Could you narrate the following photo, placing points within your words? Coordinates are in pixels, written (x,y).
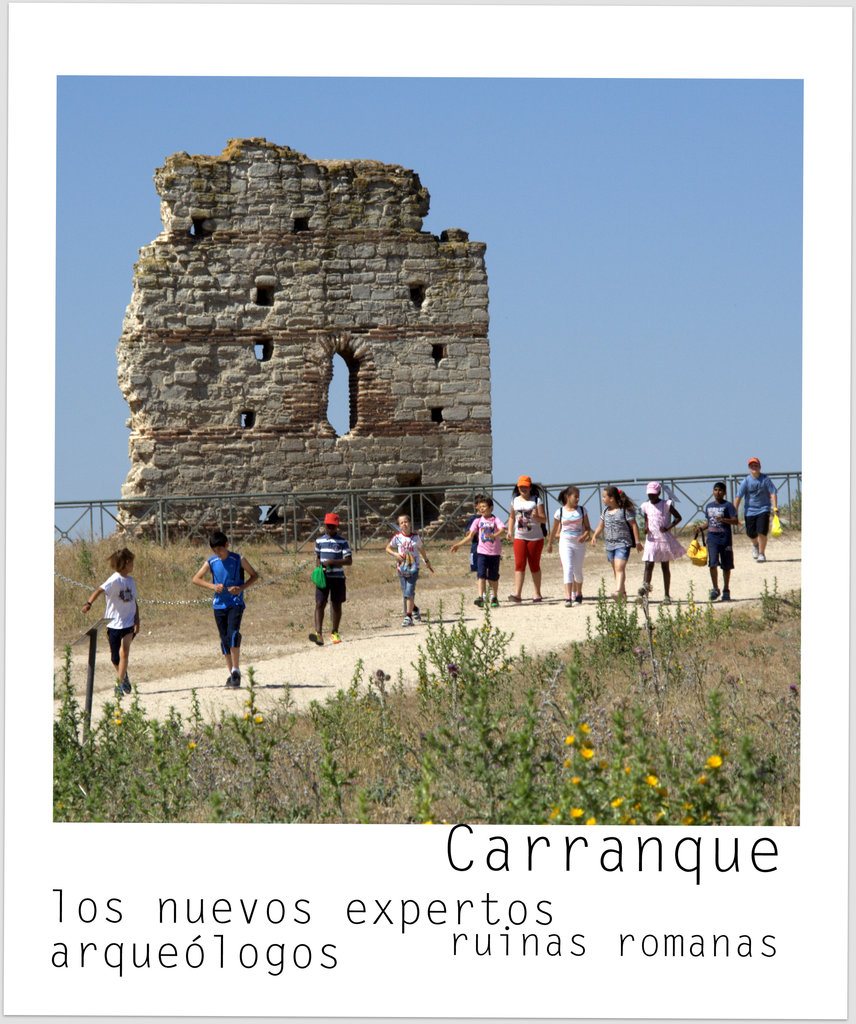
This is a poster (393,705) in this image in the center (460,498) there is a wall (337,469) and railing (357,542) and some persons (653,555) are walking, and at the bottom (622,751) there are some plants (562,720) and grass (599,746) and at the bottom of the image (285,918) there is some text (213,937).
